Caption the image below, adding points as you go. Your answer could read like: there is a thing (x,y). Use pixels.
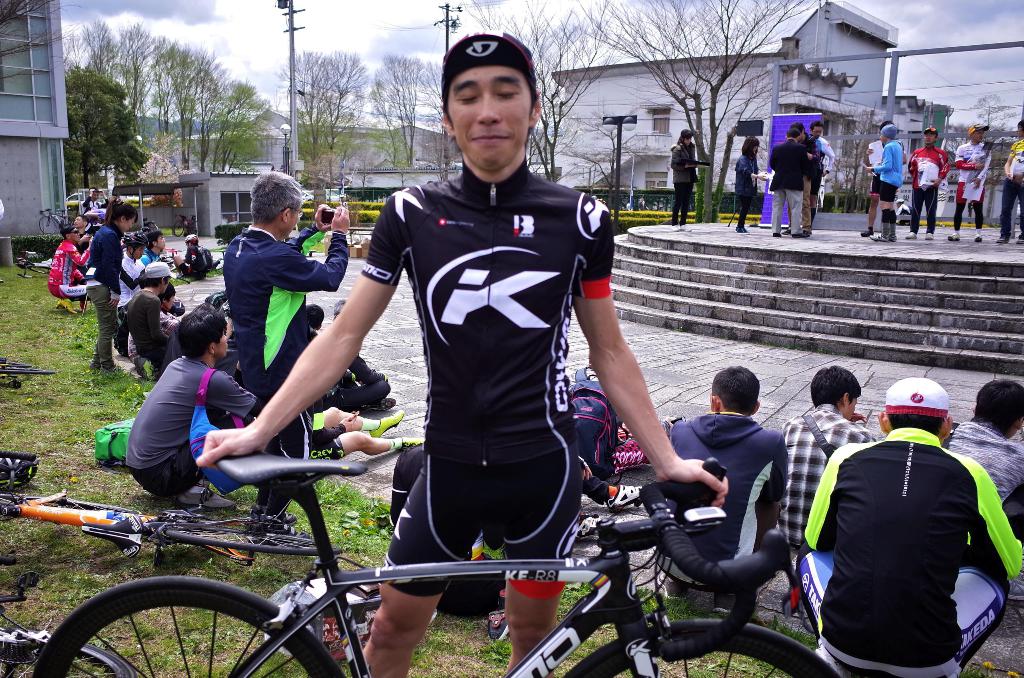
In the middle (446,401) a man (458,411) is standing, he wore black color dress (550,479) and also holding the cycle (564,575). On the right side (796,418) few people (821,503) are sitting, few (817,169) are standing on this staircase (772,320). There are trees (702,128) at the backside of an image (657,101) and houses (676,128).
